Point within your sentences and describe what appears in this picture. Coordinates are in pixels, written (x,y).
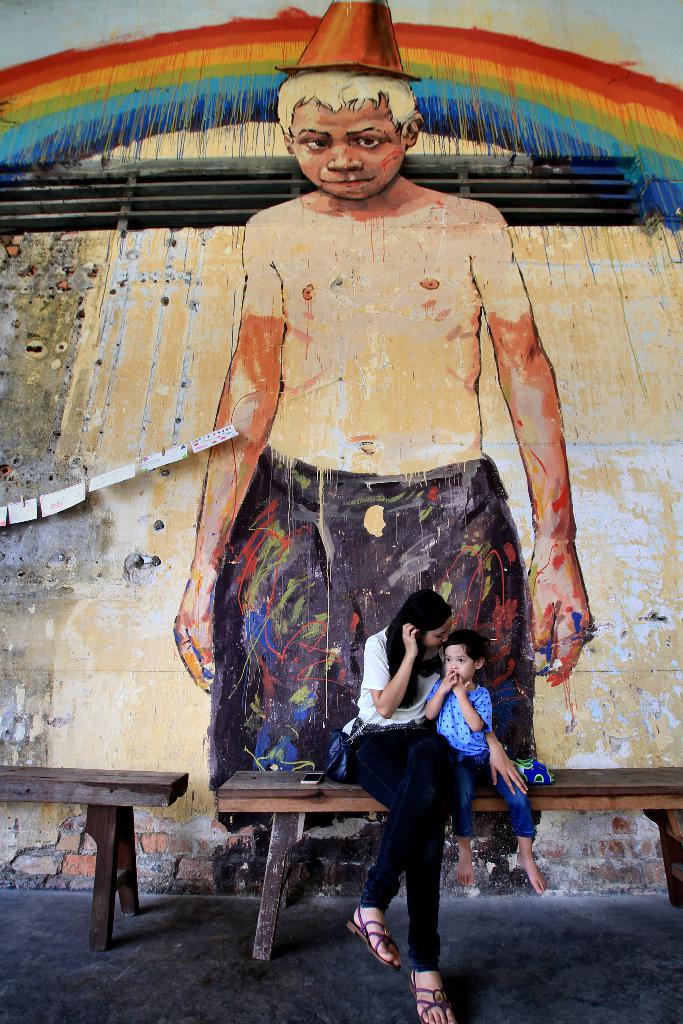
There are benches (136,792). On the bench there is a lady (393,712) and a child (465,760) is sitting. Also there is a mobile (318,777) on the bench (288,792). In the back (207,285) there is a wall (268,204) with a painting (374,347) of rainbow (292,45) and a person (337,320) wearing cap (332,56).
